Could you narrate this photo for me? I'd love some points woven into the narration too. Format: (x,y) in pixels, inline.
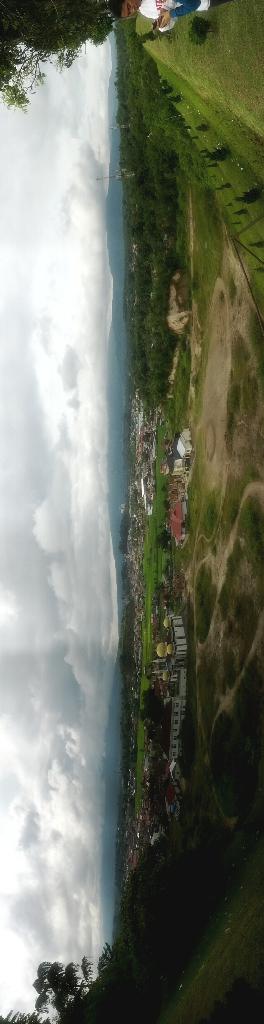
This is the picture of a place (202,578) where we have some fields (254,419) in which there are some trees (121,963), plants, grass (261,297), houses (136,514) and a person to the side.
